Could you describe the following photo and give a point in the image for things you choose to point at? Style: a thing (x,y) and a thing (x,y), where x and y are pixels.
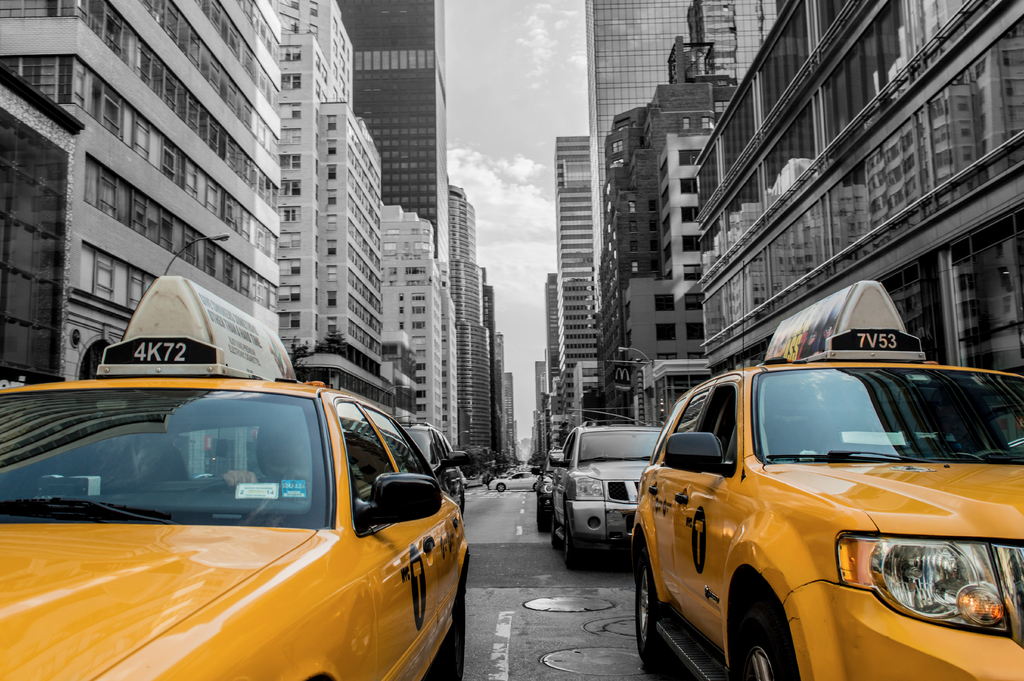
In the center of the image (399,425) we can see cars (449,492) on the road (535,679). In the background (408,257) there are buildings (350,279), poles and sky (552,97).
